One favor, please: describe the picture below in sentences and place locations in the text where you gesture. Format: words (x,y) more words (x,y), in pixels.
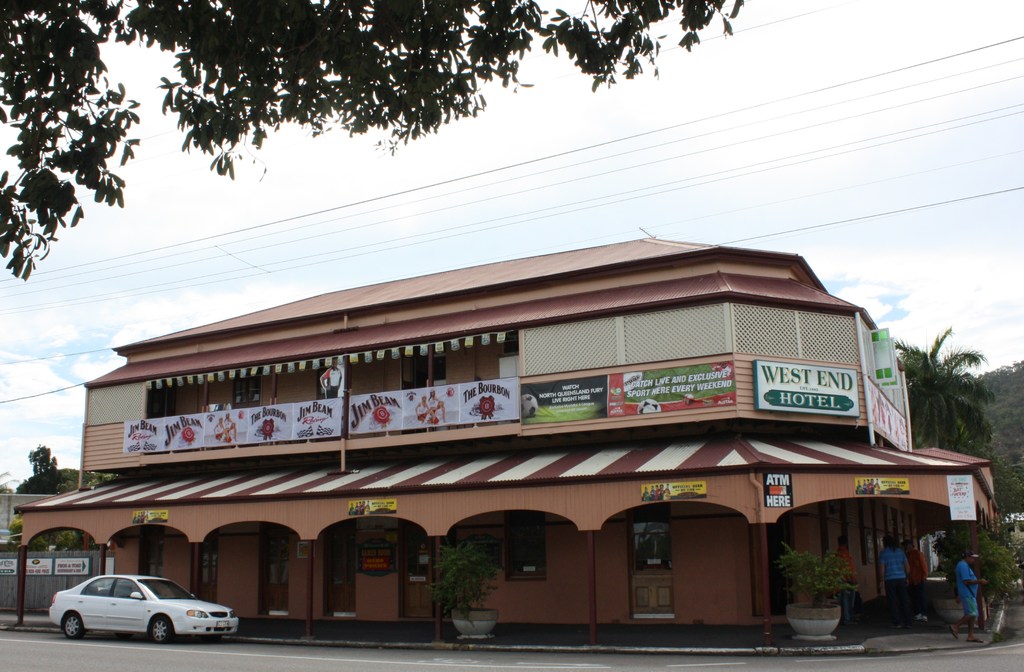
In this image we can see a building (562,553), windows (635,537), there is a car (79,588), there are a few people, there are wires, plants (956,538), trees (969,393), there are some boards (60,564) with text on them, also we can see the sky (815,94).
